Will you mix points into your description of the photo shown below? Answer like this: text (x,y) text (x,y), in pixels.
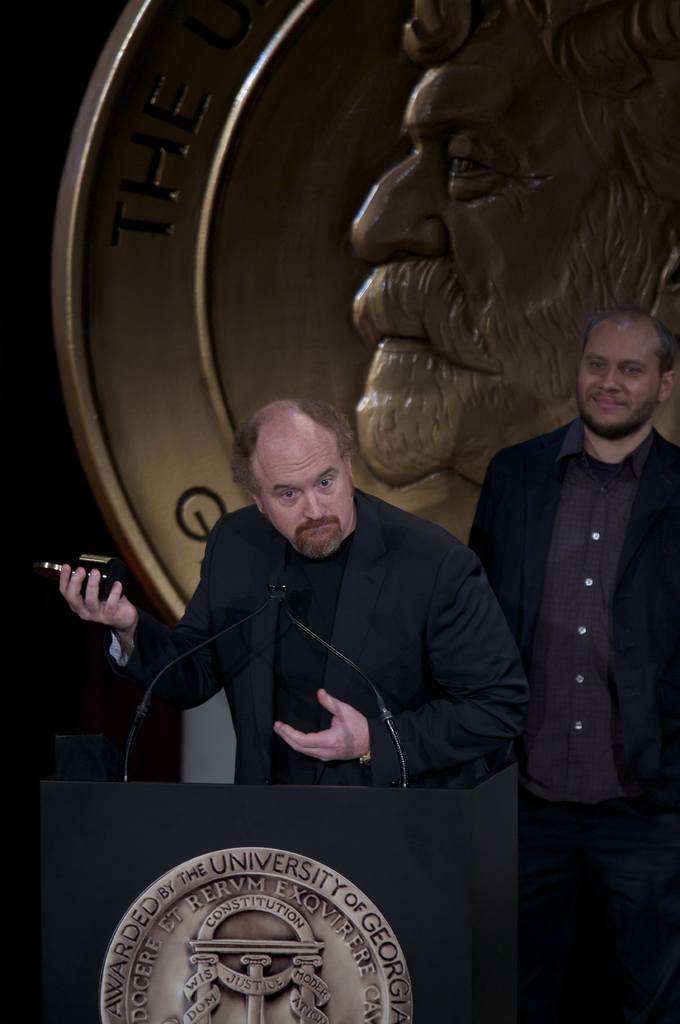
In this image there are two persons (421,546) wearing black color suits (399,624) and at the foreground of the image (421,628) there is a man (391,662) who is standing behind the black color block (399,822) which has two microphones (254,612).
